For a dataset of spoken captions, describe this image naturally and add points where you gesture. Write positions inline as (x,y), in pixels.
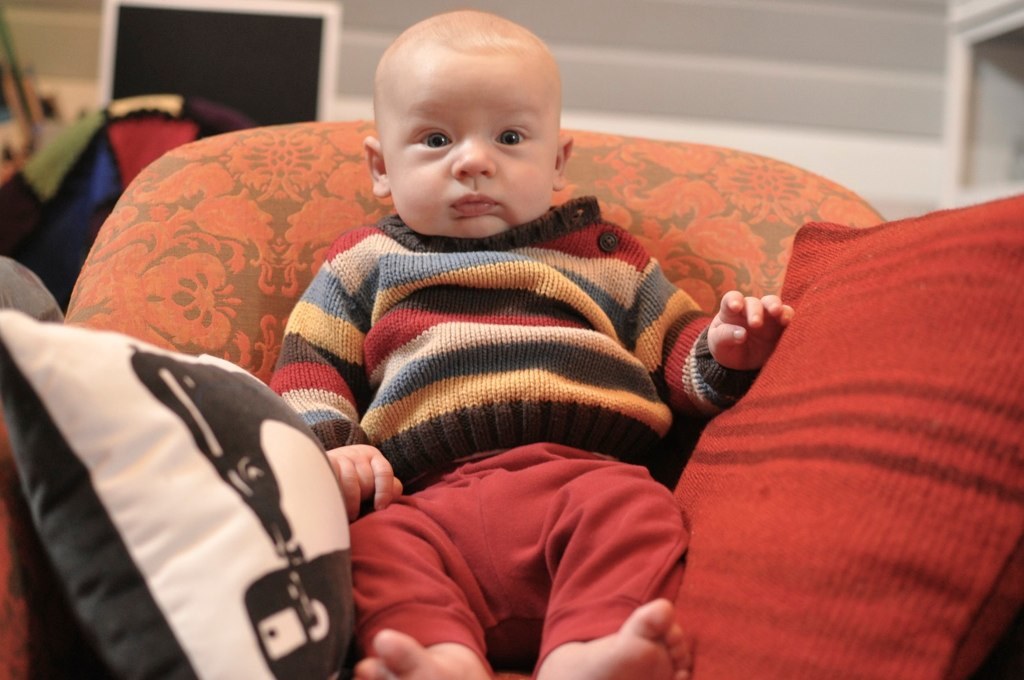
In this image I can see a baby (489,354) wearing black, red and orange colored jacket (530,325) and red color pant (529,506) is sitting in a couch (275,295) which is orange in color. I can see two cushions (222,435) beside him. In the background (715,80) I can see the white colored wall (748,99) and few other objects (111,101).
